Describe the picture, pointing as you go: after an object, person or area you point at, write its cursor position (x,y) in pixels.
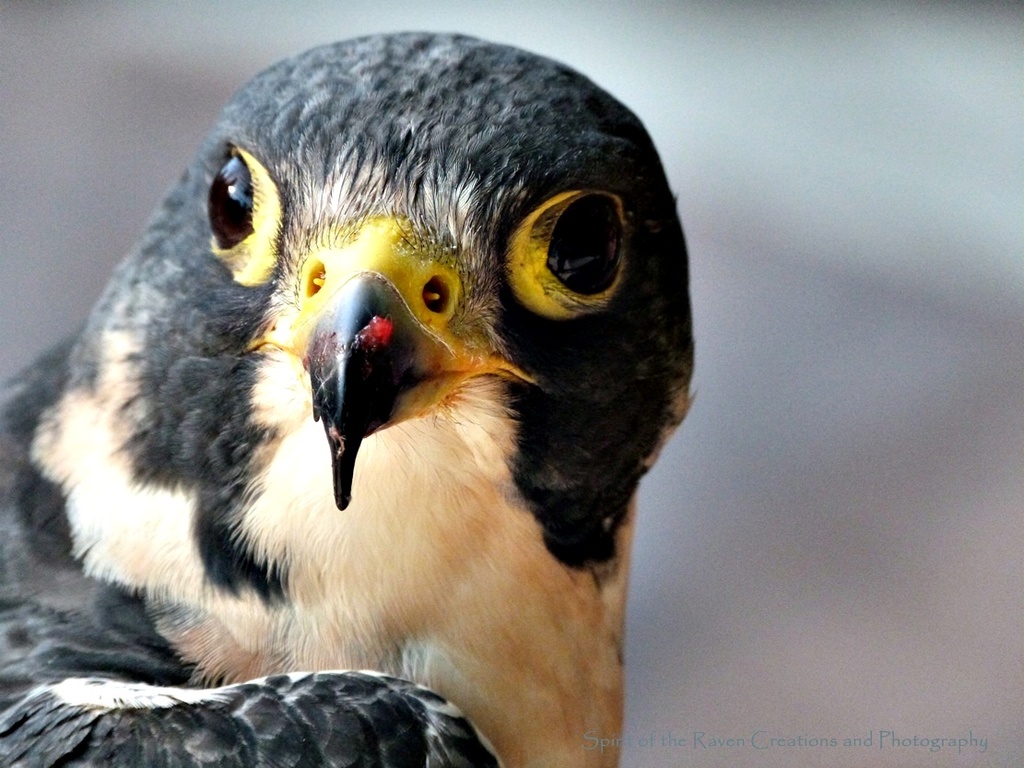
In this picture there is a falcon (289,219). The background (106,64) is blurred.
